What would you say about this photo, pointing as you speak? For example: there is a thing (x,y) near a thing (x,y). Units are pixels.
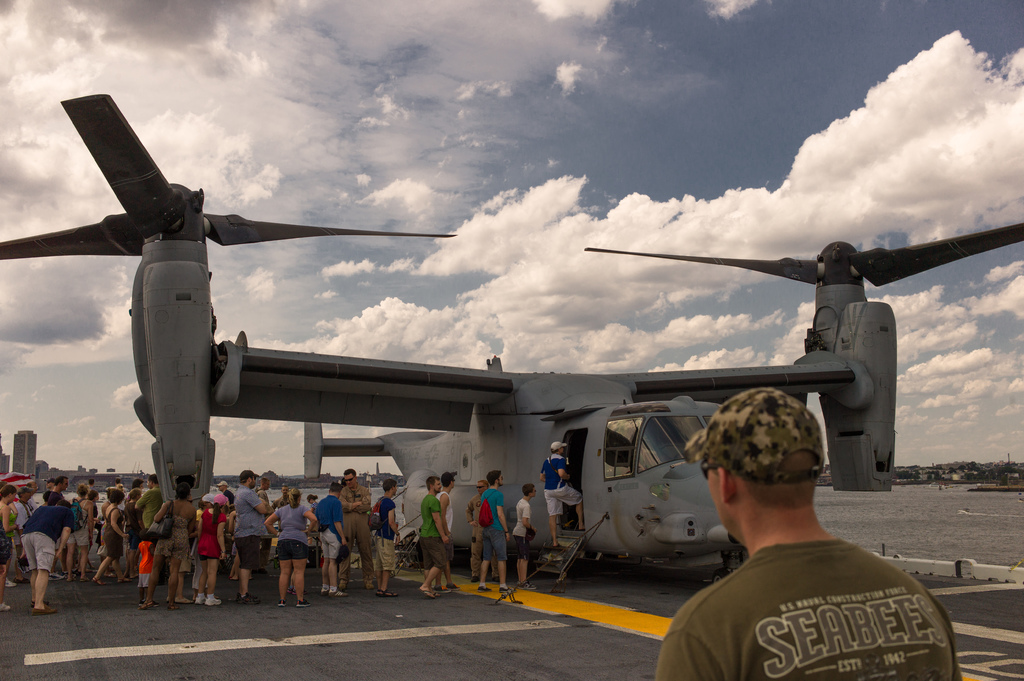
In this image in the front (796,592) there is a person (798,605) wearing a brown colour shirt (777,605) with some text (841,625) written on it and in the center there are persons (148,536) standing and walking and there is a Helicopter (536,452) and there is a person (578,499) climbing the steps (569,535) of the helicopter (602,498) and the sky (598,140) is cloudy and in the background (42,465) there are buildings (80,467).
